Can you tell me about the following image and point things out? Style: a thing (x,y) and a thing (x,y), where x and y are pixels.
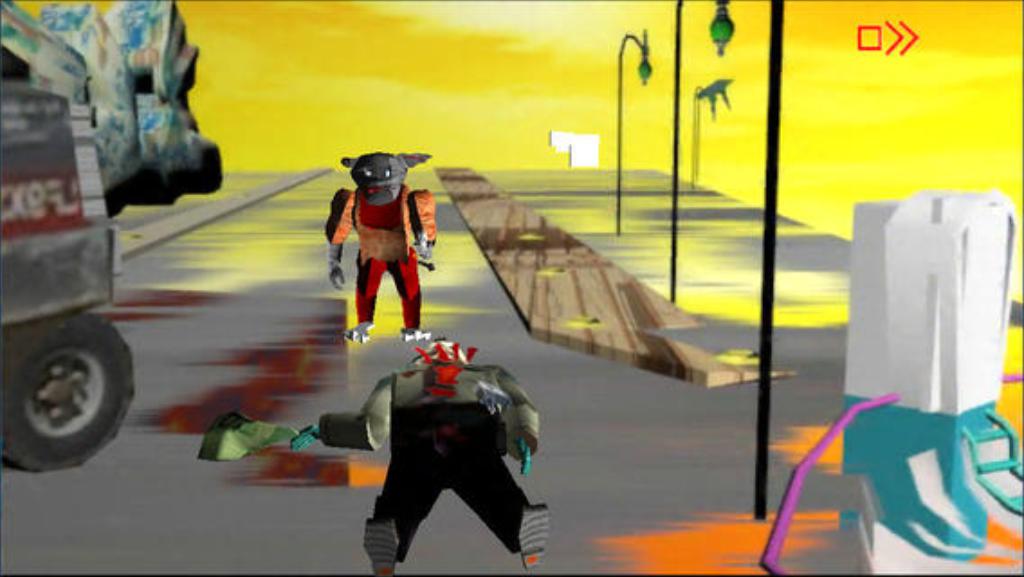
This is an animated picture. Background (822,183) portion of the picture is in yellow color. Far we can see an object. We can see light poles (726,32), people (411,315) with different faces (365,173), a vehicle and an object (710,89).
